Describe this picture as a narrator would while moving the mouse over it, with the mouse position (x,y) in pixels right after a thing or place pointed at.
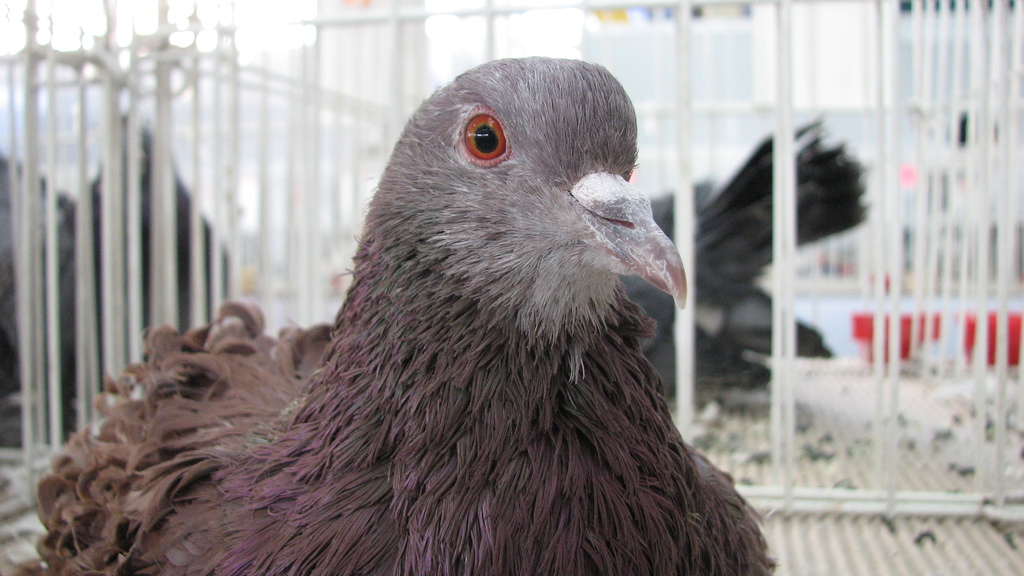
In this picture we can see few birds (509,263) and metal rods (927,198).
